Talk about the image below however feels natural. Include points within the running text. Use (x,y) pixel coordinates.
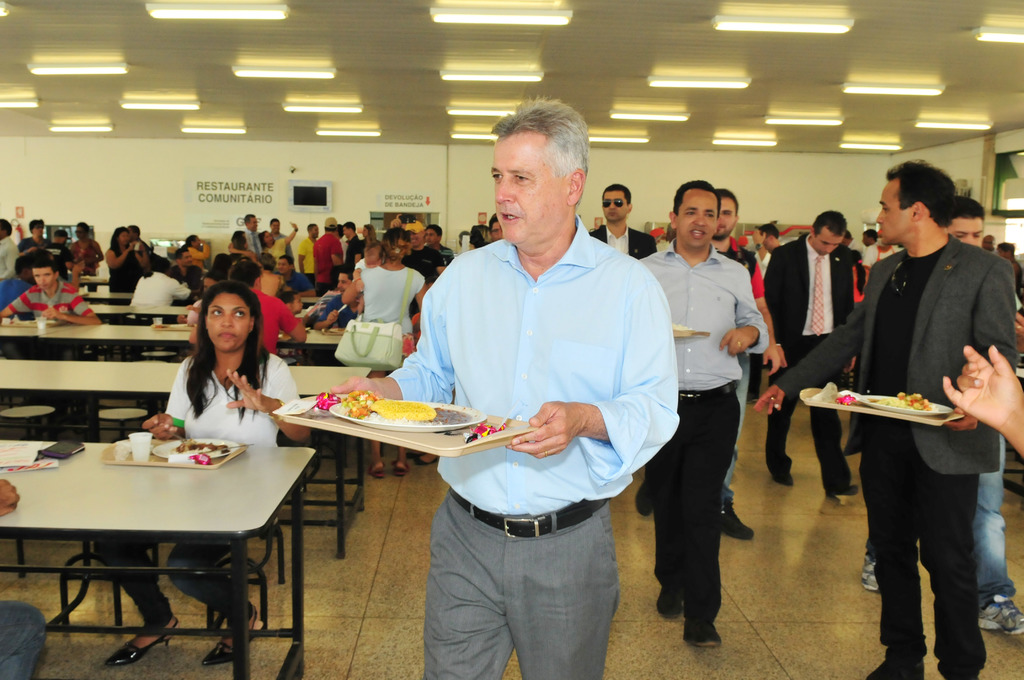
In the image we can see there are people (699,257) who are standing on the floor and on the other side there are people (244,350) who are sitting on the benches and they are holding a tray (494,442) which is filled with food items (417,412).
